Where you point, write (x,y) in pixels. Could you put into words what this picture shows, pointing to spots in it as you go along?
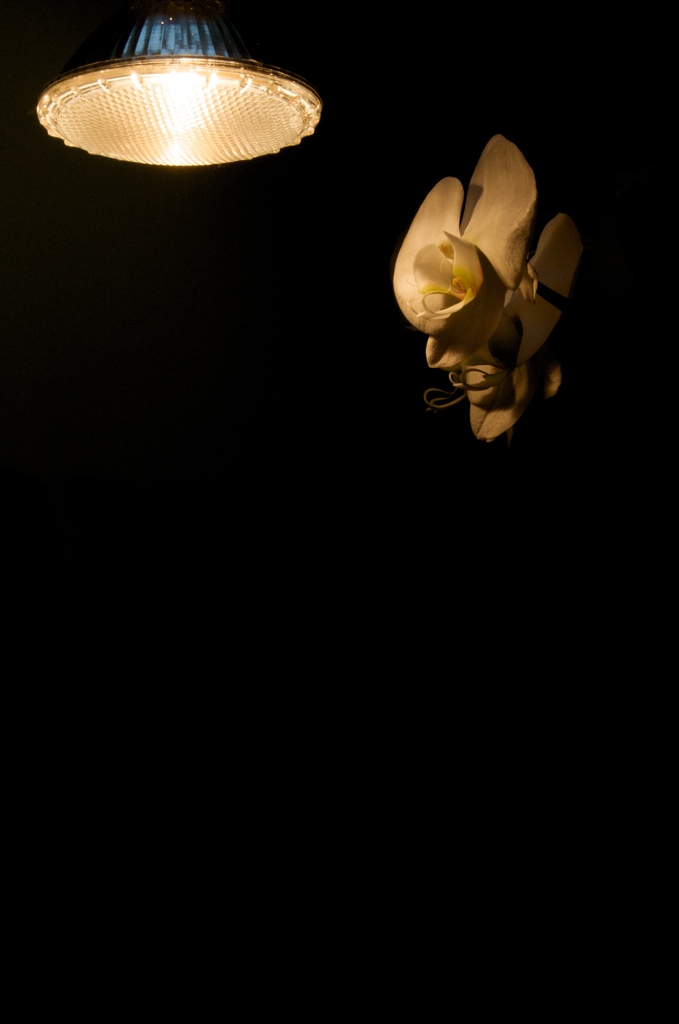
In this image, on the right side (550,388), we can see an object (522,393) which is in white color. On the left side (163,163), we can see a light (226,73). In the background (321,840), we can see black color.
